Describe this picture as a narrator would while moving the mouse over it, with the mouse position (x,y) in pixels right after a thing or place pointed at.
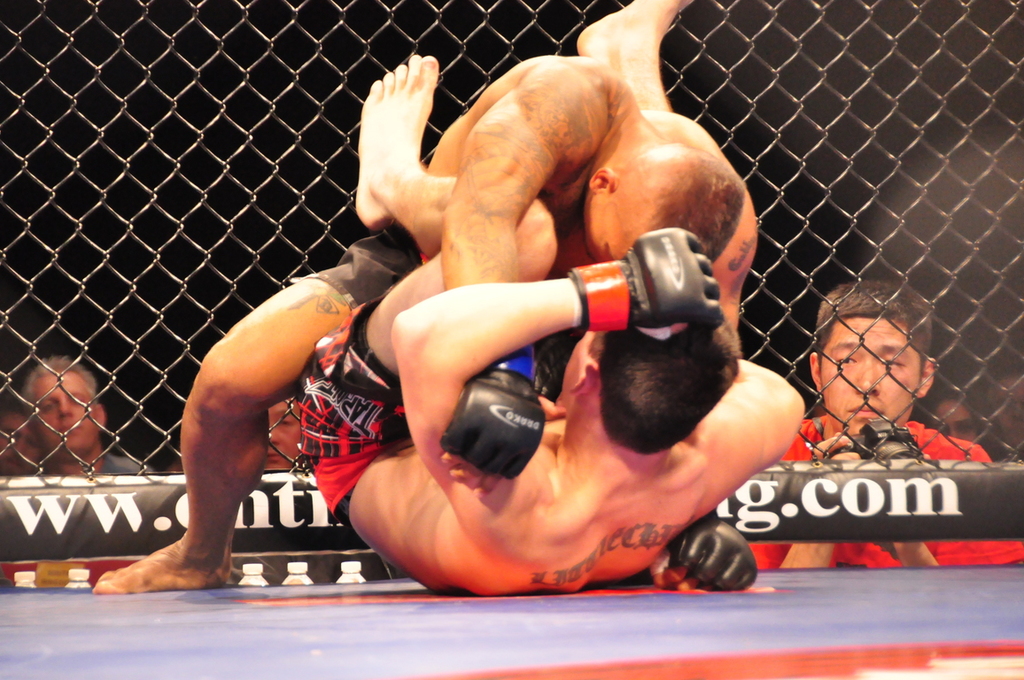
The image is taken during a wrestling match. In the center of the picture (613,369) we can see two men (611,341) fighting. In the background (152,217) there are people (88,384) and fencing (151,223).
